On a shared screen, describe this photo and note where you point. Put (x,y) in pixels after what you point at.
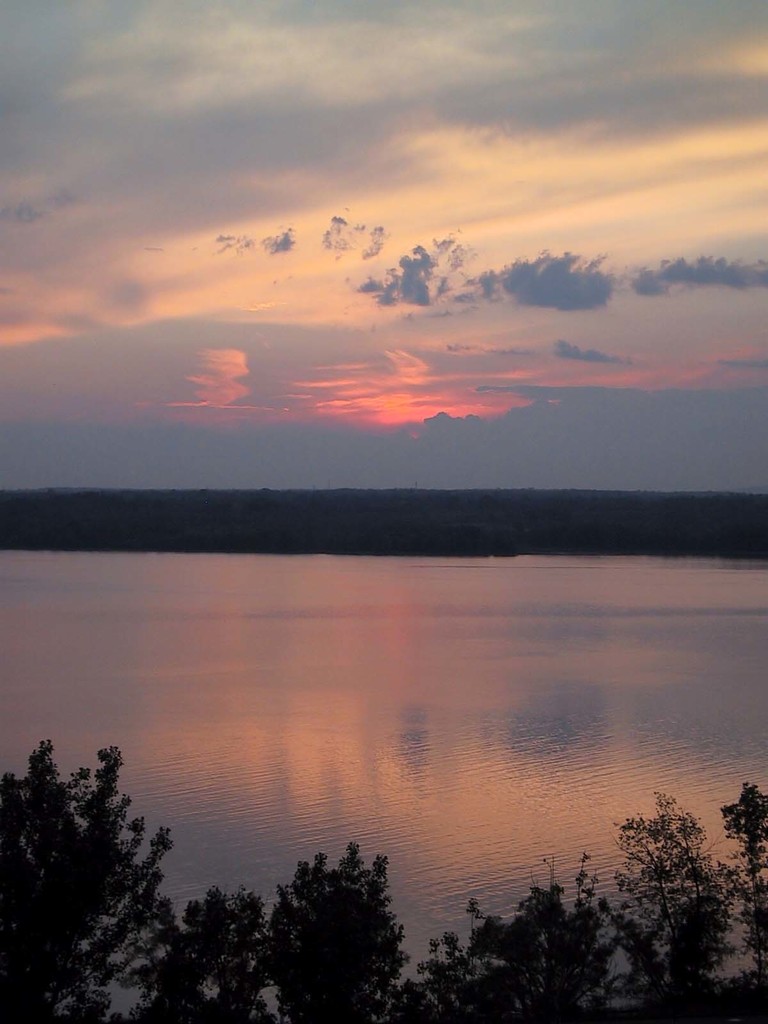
At the bottom of the image (341,961) there are trees (78,931). Behind the trees (161,909) there is water (346,577). At the top of the image (331,257) there is a sky (444,235) with clouds (375,244).
